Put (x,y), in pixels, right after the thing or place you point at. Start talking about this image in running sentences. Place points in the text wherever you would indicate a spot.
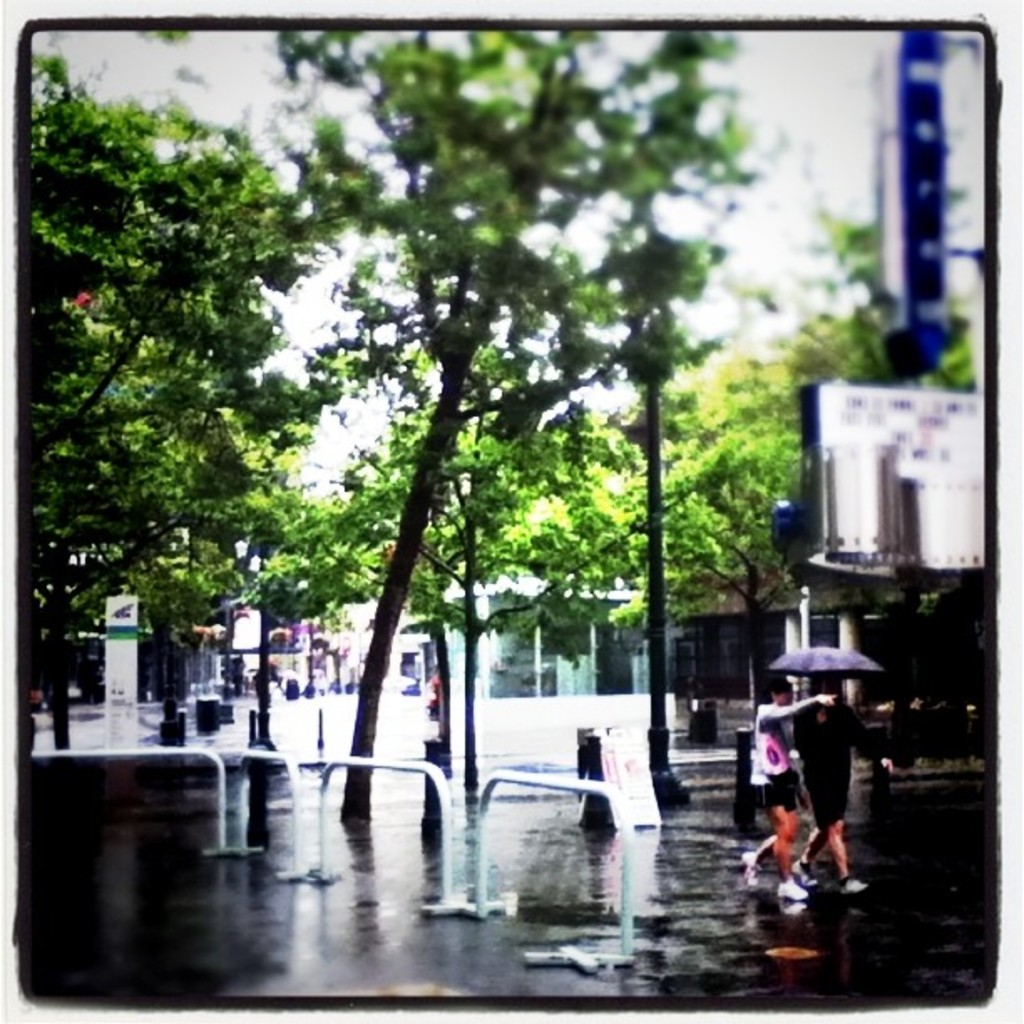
In this image we can see trees (159,618), stores (897,628), advertisement boards (116,664), barriers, street poles (659,568), persons (796,782) walking on the road (727,809) by holding an umbrella (828,655) and sky (686,228).
